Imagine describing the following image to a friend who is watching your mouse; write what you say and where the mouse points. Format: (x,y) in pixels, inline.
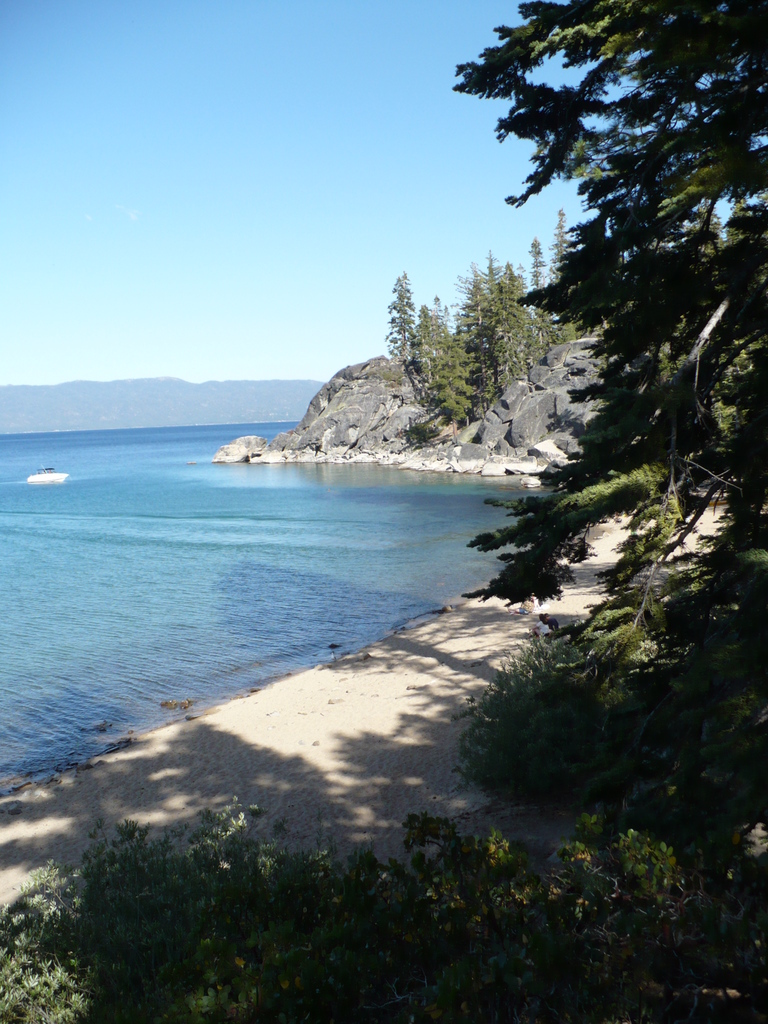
In this picture we can see a tree (700,517) on the right side (697,421), there is water (92,600) here, we can see a boat (55,476) here, in the background (456,454) there are some rocks (523,409), we can see the sky (242,145) at the top of the picture (218,135).
